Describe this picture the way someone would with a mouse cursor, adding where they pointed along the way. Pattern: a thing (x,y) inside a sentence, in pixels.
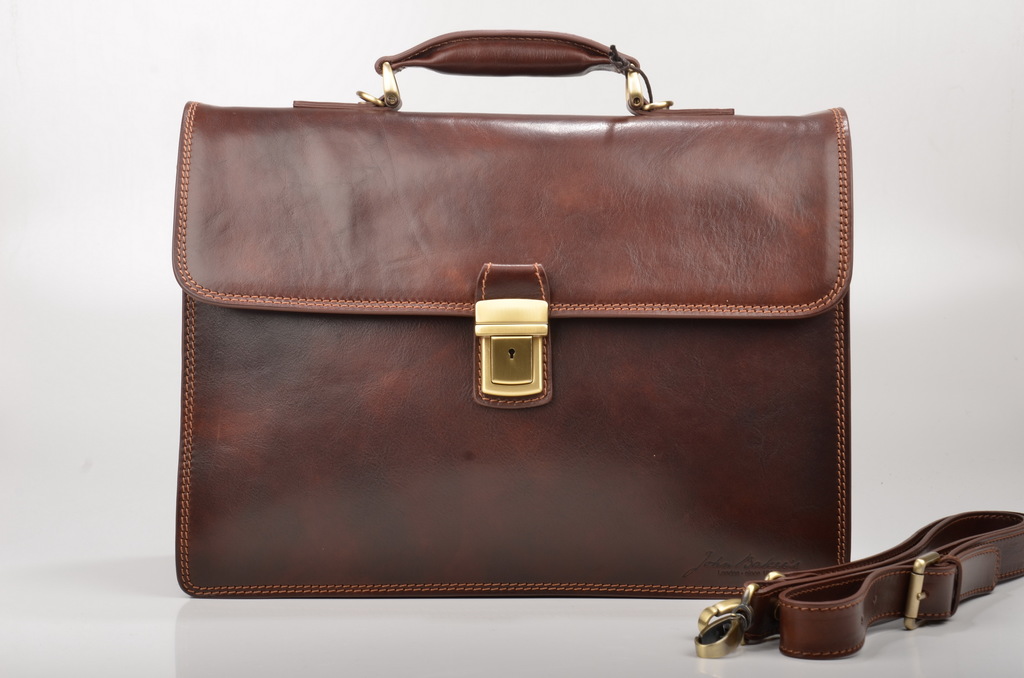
This is a picture of a brown handbag (485,332) and the bag clip (521,353) is in gold color. The background of the bag (427,393) is white color.
